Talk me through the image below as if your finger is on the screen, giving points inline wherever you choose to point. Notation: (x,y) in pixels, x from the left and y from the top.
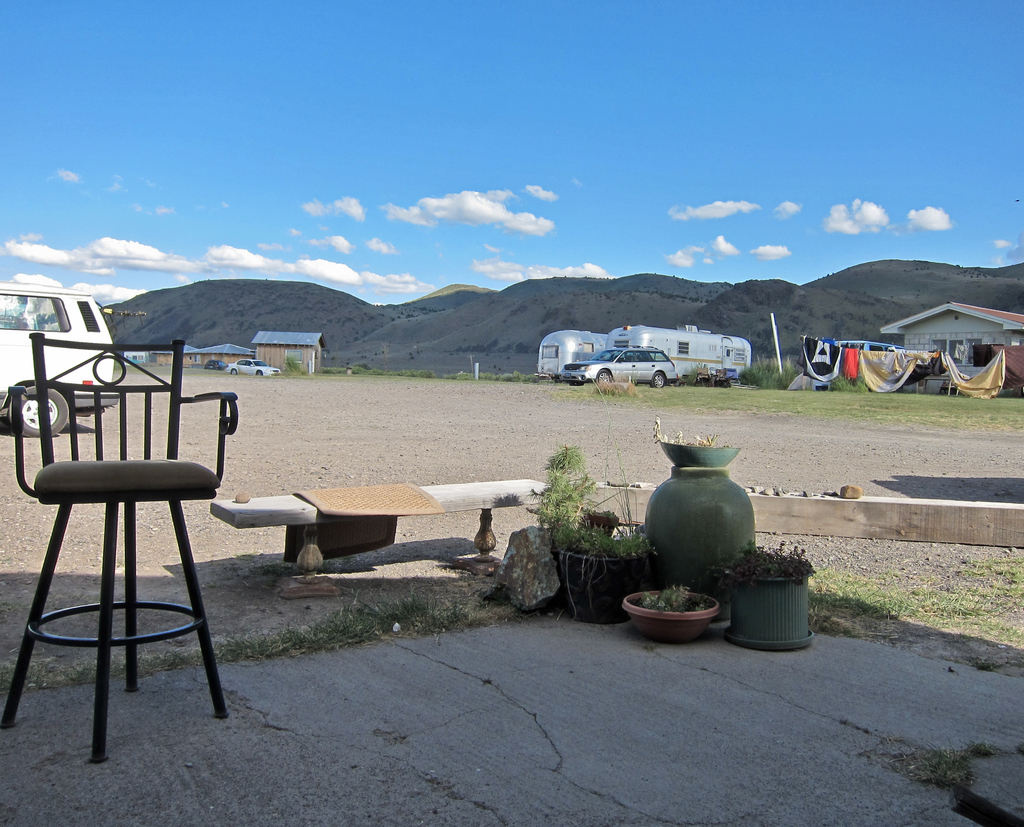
This picture shows an open space (356,382) where we see Blue cloudy sky (581,133) and vehicles (563,366) parked can we see a house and chair (194,606) and few plants (560,476).
